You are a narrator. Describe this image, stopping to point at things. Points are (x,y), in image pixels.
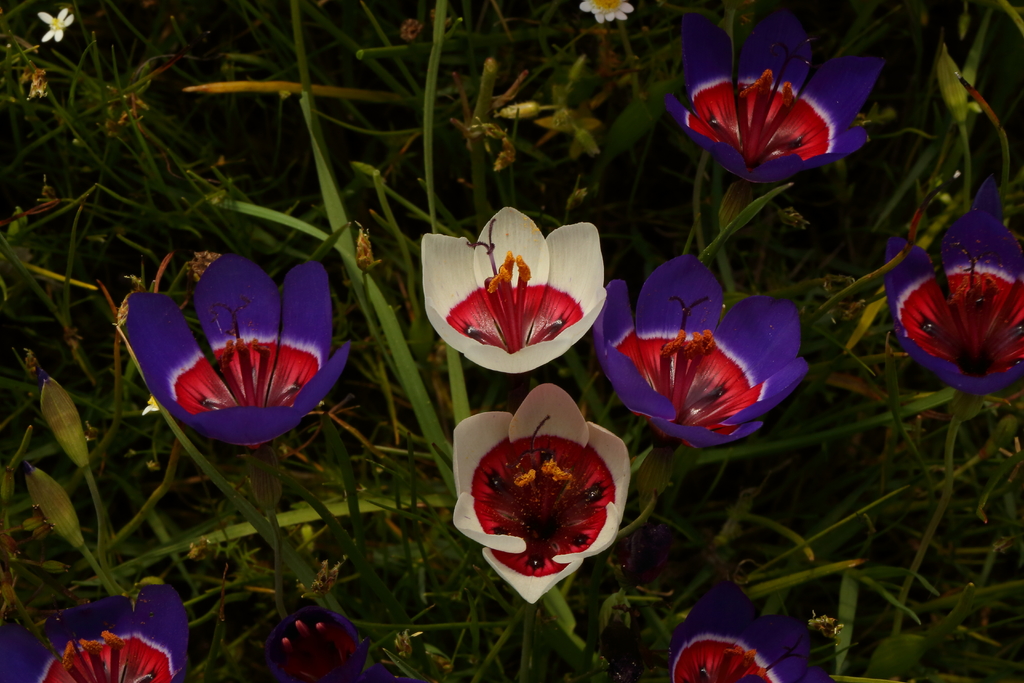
In this picture we can see flowers (203,401) and plants (331,548).
